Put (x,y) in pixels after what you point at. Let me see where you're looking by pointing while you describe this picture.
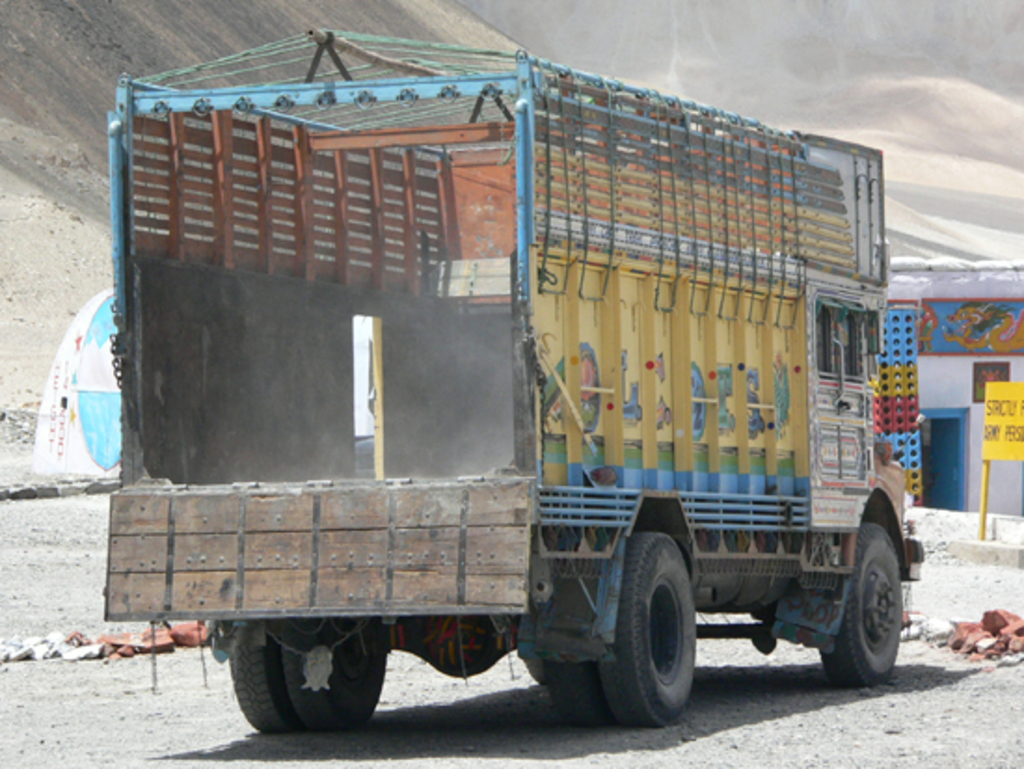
In this image in the center (470,345) there is one vehicle (611,580) and in the background (76,66) there are mountains (932,204), house (936,405), board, baskets (903,454), tent (62,425). At the bottom (873,697) there is sand (1012,678) and some rocks (964,649).
